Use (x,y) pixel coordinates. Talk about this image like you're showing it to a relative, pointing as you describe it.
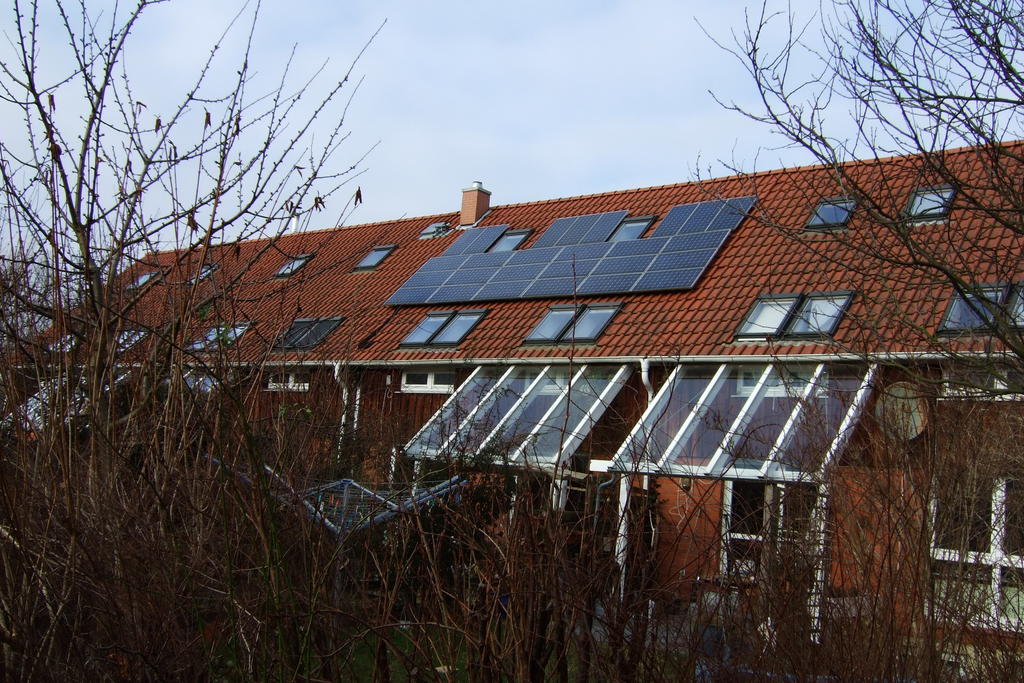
In this image there is a building (564,349) in the middle (595,424). There are solar panels (521,267) on the top of the building (788,275). At the top (533,50) there is the sky (493,70). There are trees (549,562) in front of the building (748,366).
